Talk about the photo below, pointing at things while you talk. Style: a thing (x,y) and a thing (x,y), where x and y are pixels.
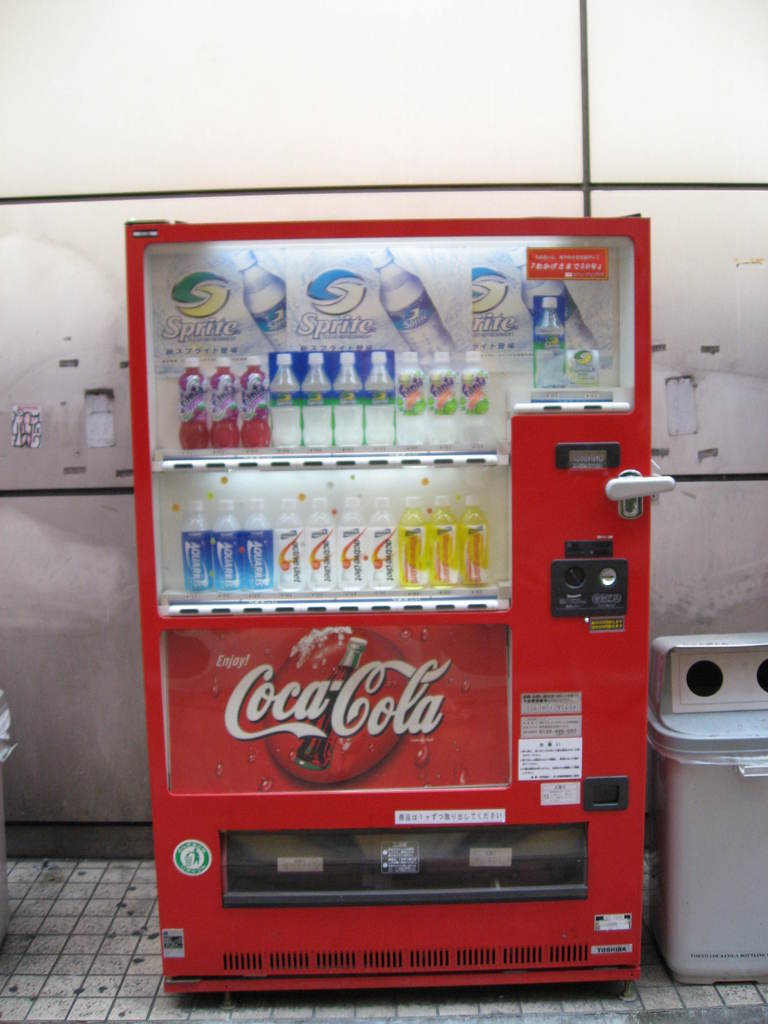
In this image there is a machine (414,600) in the center (479,651) which is red in colour with some bottles (355,526) inside it and there is some text (338,703) written on the machine (410,698). On the right side of the machine (475,679) there is an object (712,763) which is white in colour and in the background (72,356) there is a wall (100,352) which is white in colour.
